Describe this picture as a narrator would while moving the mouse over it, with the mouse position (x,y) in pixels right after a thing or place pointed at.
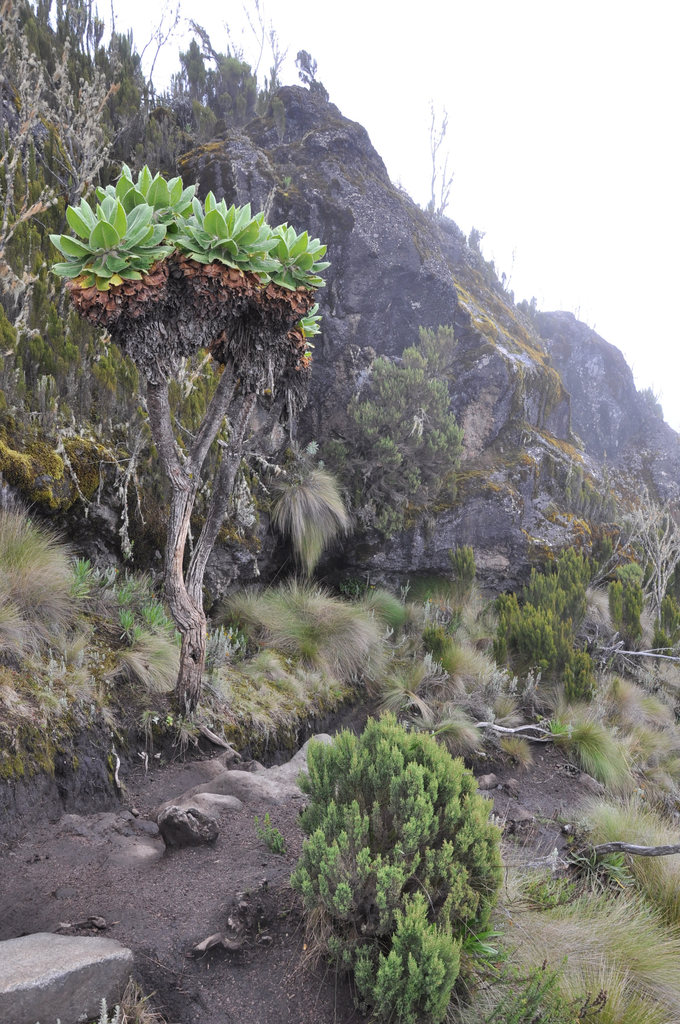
In this image, I can see the trees (84,358), plants (467,690) and grass (475,669) on a hill (490,325). In the background (641,320), there is the sky (641,261).
